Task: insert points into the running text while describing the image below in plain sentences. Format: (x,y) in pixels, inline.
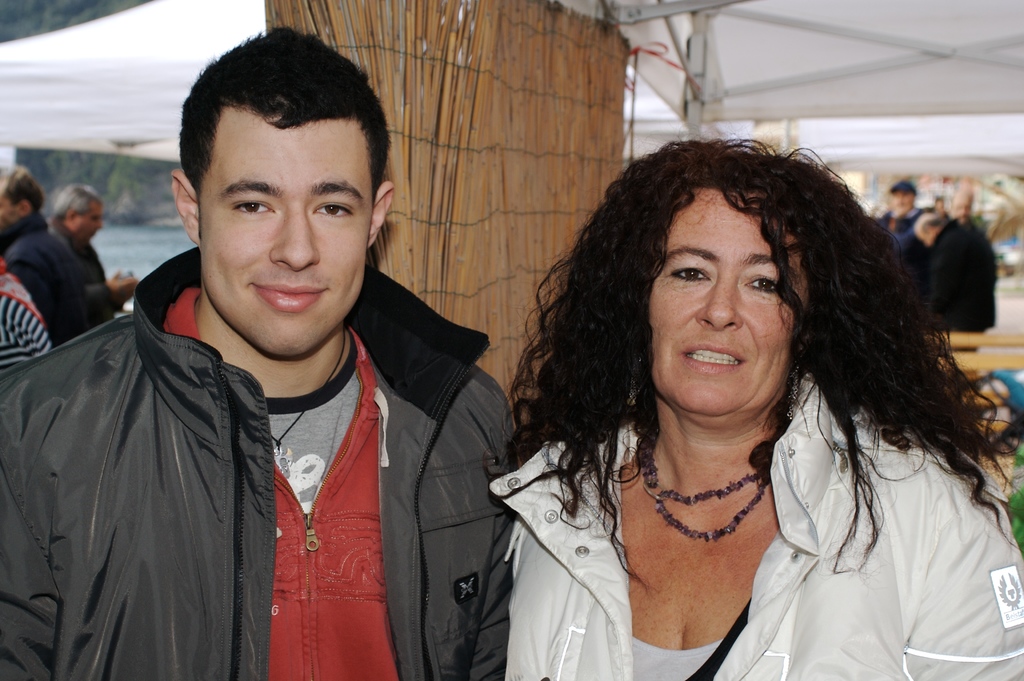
In this picture I can observe a couple (385,390). Both of them are smiling. In the background (30,255) I can observe some people (933,235) standing.
